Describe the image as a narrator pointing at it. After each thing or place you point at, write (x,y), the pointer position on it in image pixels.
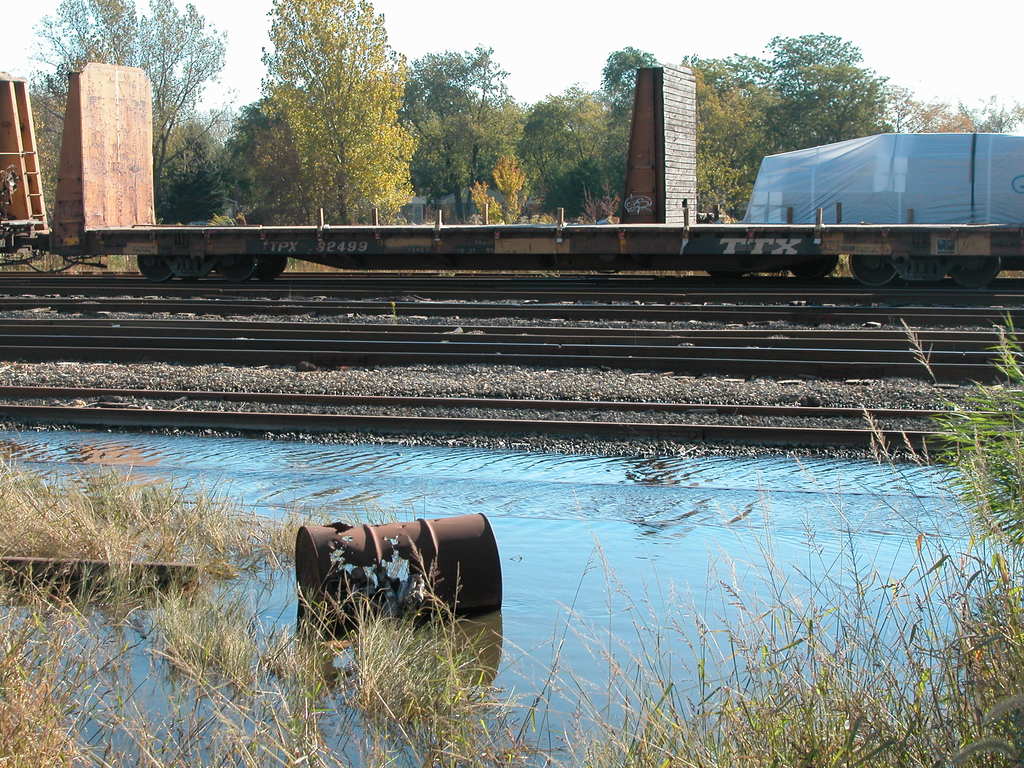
In the image we can see there are railway tracks (469,330) and there is a train (545,267) on the railway track (485,277). Behind there are trees (467,175).
